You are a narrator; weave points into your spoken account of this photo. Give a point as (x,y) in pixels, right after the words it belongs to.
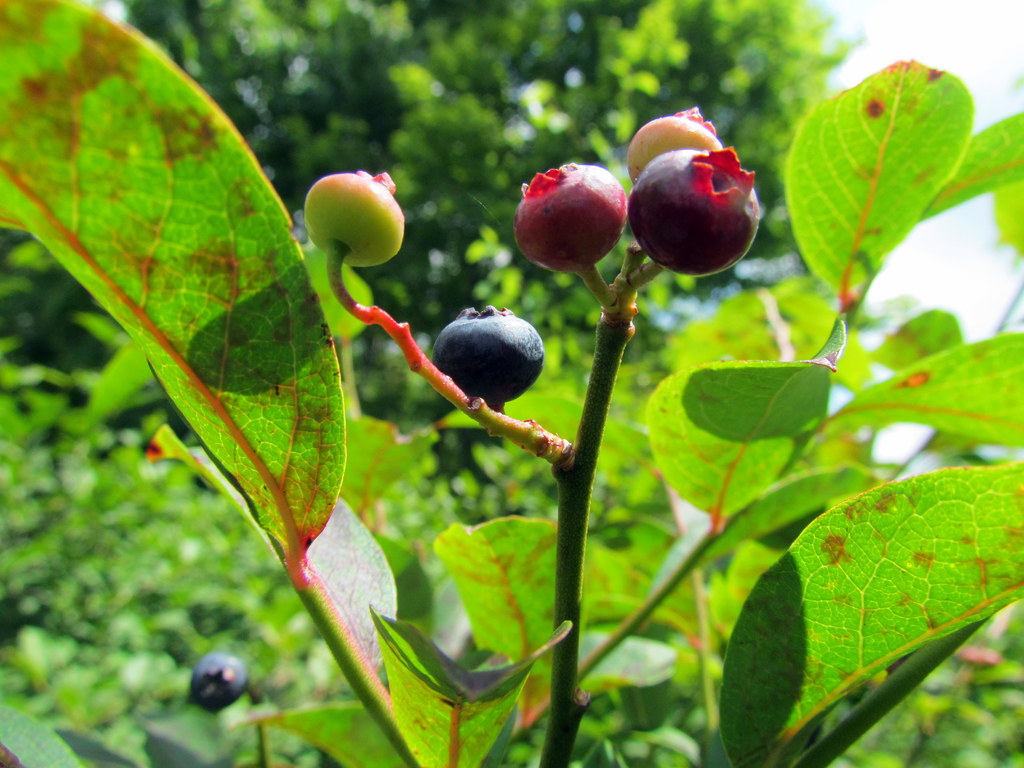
In this image we can see some fruits (460,380) to the stem (532,425) of a plant (574,473). We can also see some leaves (812,537). On the backside (568,105) we can see a tree (551,93) and the sky (877,36).
